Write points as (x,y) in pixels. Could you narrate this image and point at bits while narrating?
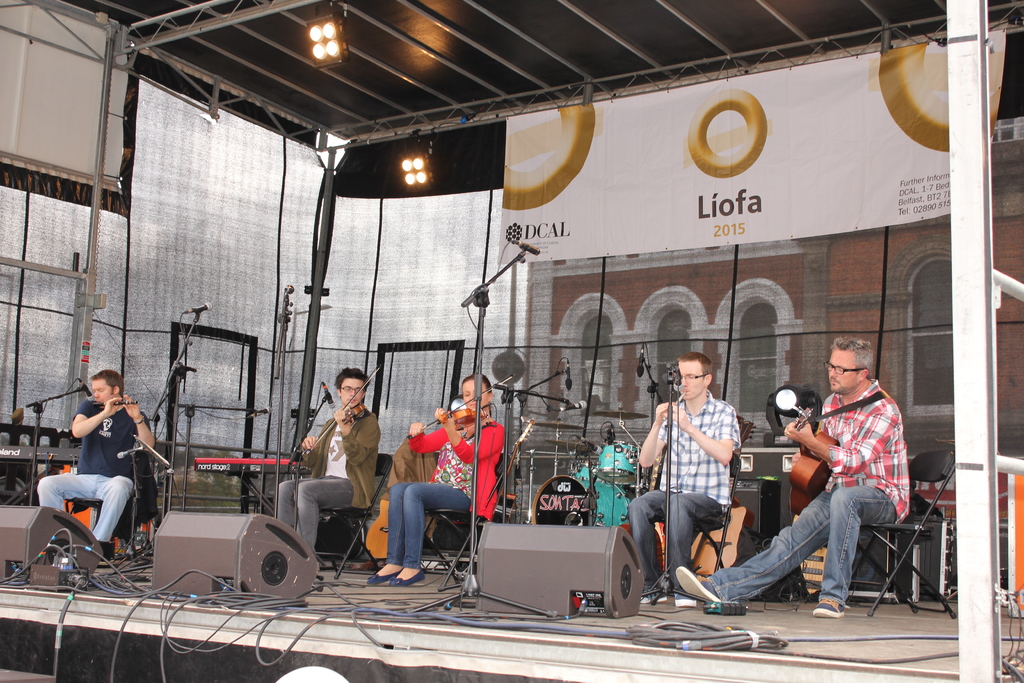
In this image there is 1 person (871,435) who is sitting and playing guitar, another 2 persons (709,366) sitting and playing flute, another 2 persons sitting and playing violin (466,426), at the back ground (619,472) there is drums (630,480), microphone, banner (572,127), focus light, speaker (295,566), cable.
